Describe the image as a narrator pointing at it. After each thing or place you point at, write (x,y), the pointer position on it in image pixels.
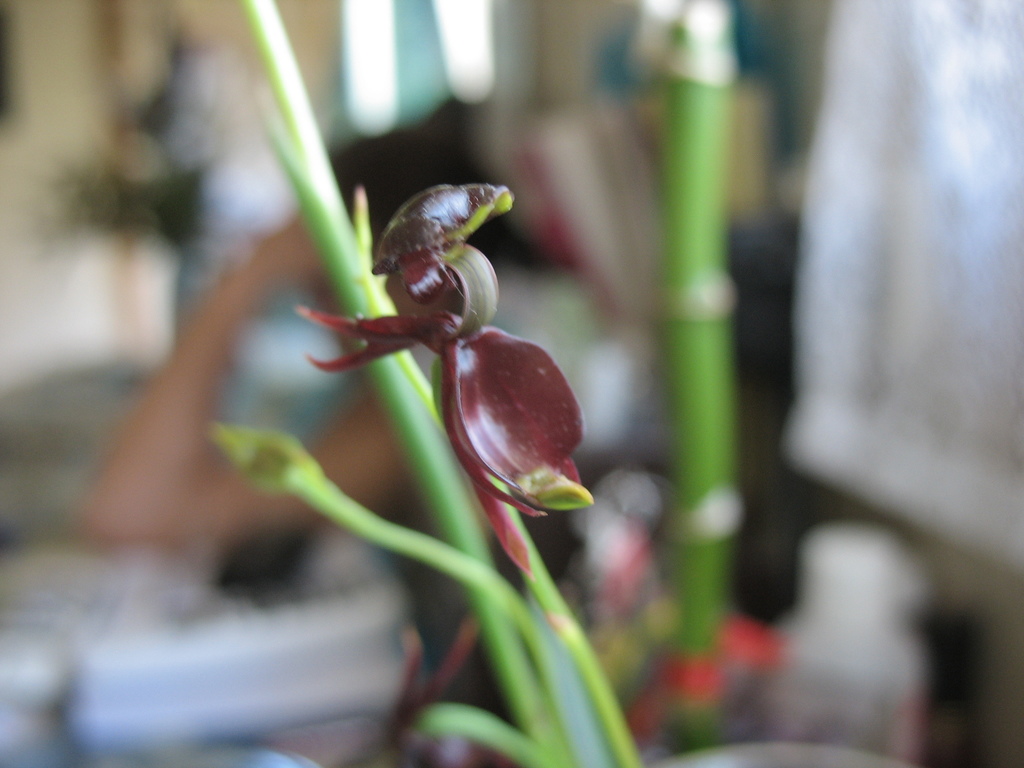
In this image there is a flower (412,236) is on the stem (443,460) as we can see in middle of this image (348,261).
